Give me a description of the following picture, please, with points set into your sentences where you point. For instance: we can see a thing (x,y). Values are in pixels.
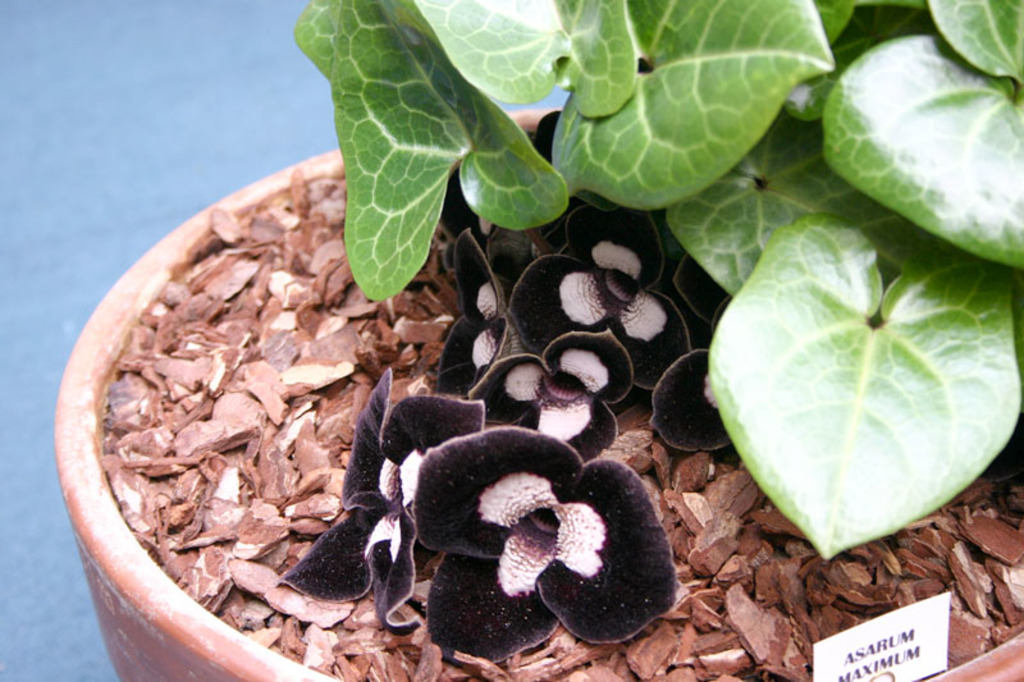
In this picture we can see a plant (711,43) where, there is a paper (878,656) here, we can see flowers (552,457) here.
